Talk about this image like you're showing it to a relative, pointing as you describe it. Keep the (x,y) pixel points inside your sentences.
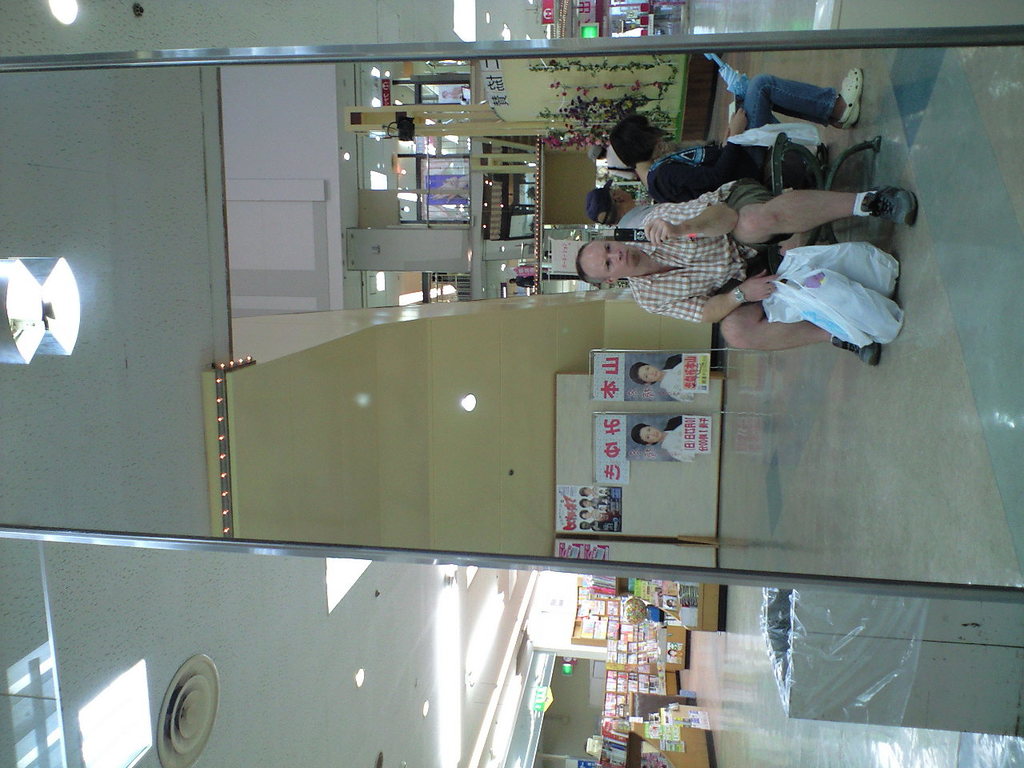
In this image we can see the inner view of a building (830,725) and we can see a mirror (35,237) with the reflections (348,483) of few people (773,279), some objects (865,267) and there is a board (690,519) with some pictures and the text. We can see some racks (685,735) with the objects (661,588) and there are some lights (131,687) attached to the ceiling (170,356).
